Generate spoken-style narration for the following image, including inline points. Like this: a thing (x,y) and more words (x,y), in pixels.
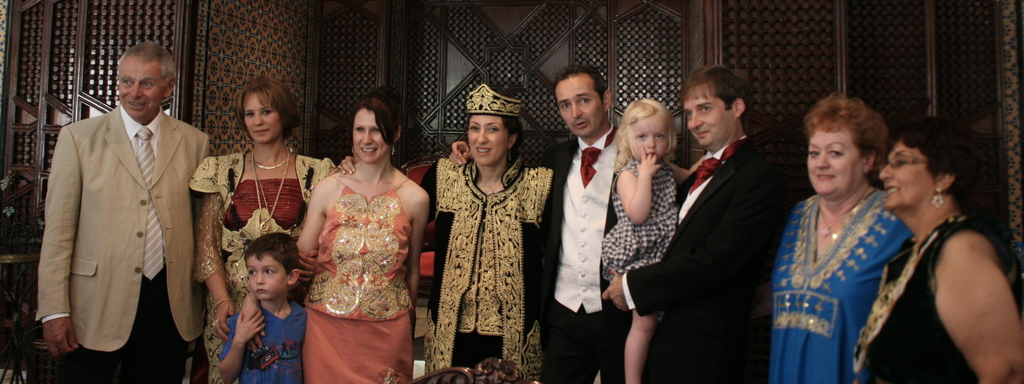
In this image I can see number of people (434,208) are standing. I can also see few children (628,217) and I can see three of them are wearing formal dress (560,198). I can also see smile on few faces (905,200) and I can see this image is little bit blurry from here.
